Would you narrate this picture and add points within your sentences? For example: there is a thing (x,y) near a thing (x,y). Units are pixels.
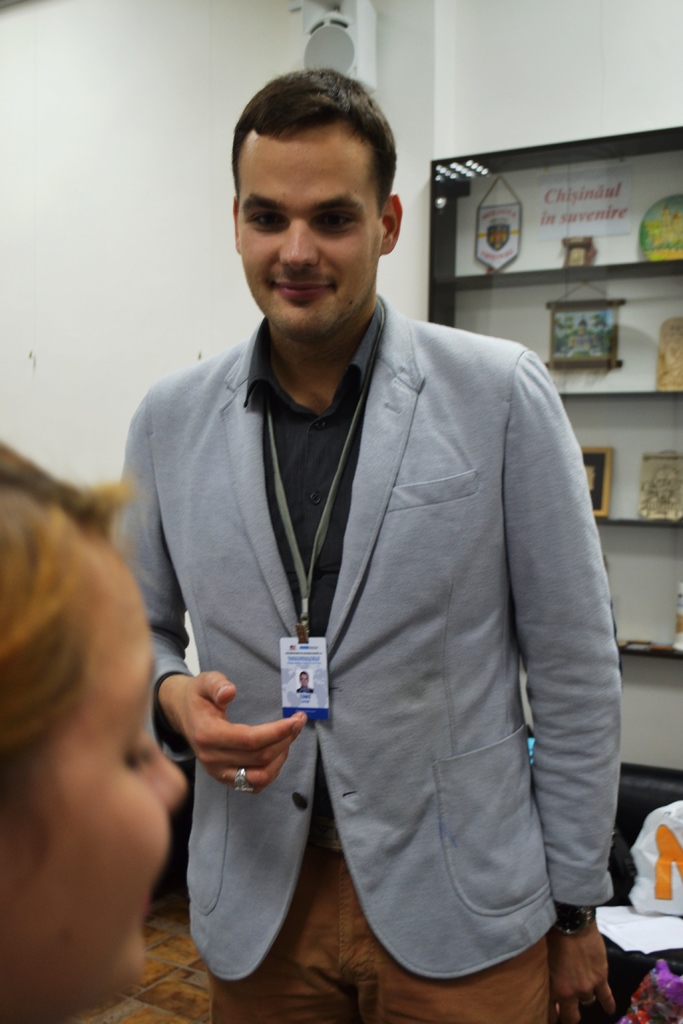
This image consists of a man (476,743) wearing a gray suit (365,756) along with an ID card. On the left (42,907), we can see a woman (77,782). In the background (587,306), there is a rack (610,378) in which there are frames (609,315). On the left (155,192), there is a wall (38,77) in white color.
